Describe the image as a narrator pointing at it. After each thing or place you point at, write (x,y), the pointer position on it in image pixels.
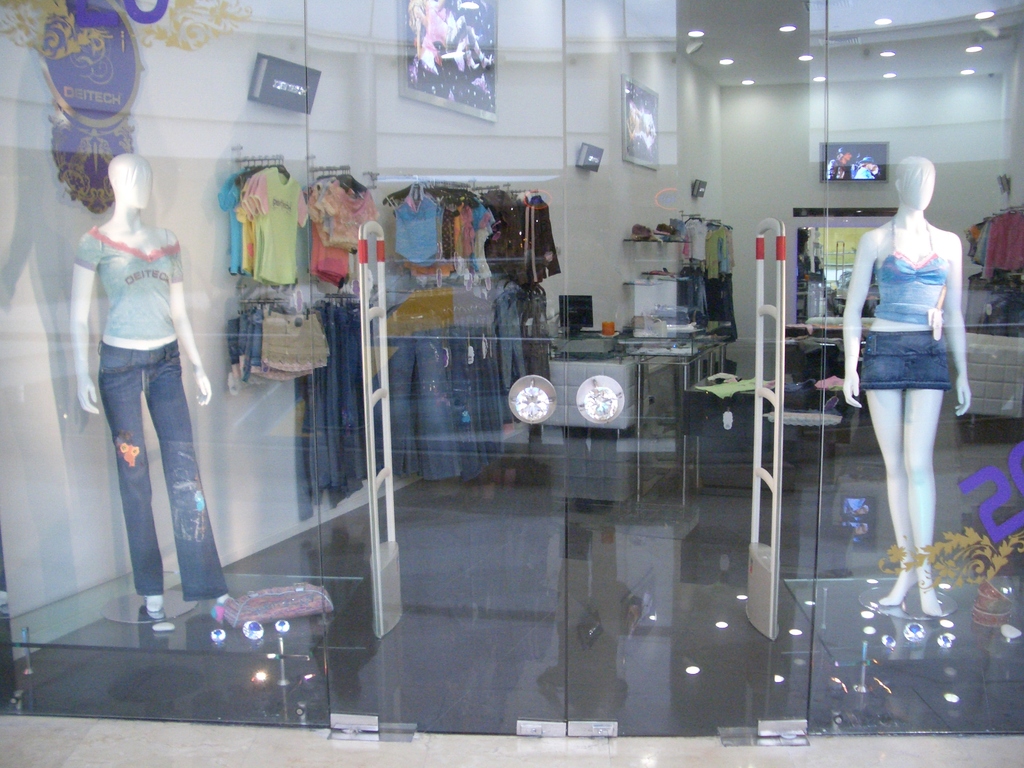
This image looks like a shopping mall (548,312), there are mannequins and clothes (293,250) hanged to the hangers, we can see some photo frames (442,38), television (832,161) and some other objects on the wall (512,155), at the top of the roof (854,36) we can see some lights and also we can see the doors (451,538).
